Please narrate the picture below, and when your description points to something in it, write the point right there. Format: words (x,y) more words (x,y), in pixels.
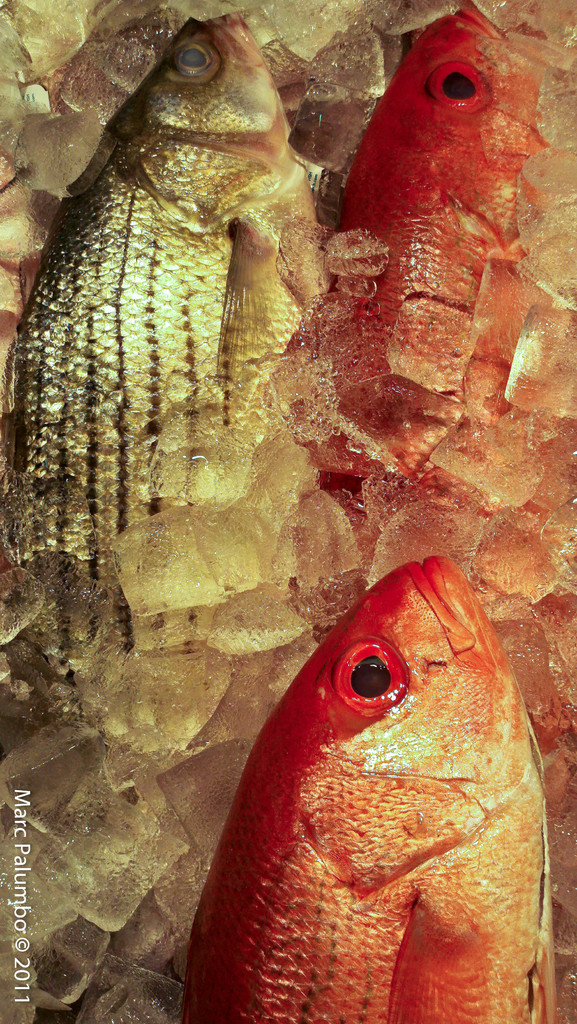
In this picture we can see three fishes (131,180), ice cubes (350,450) and at the bottom left corner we can see some text (20,947).
